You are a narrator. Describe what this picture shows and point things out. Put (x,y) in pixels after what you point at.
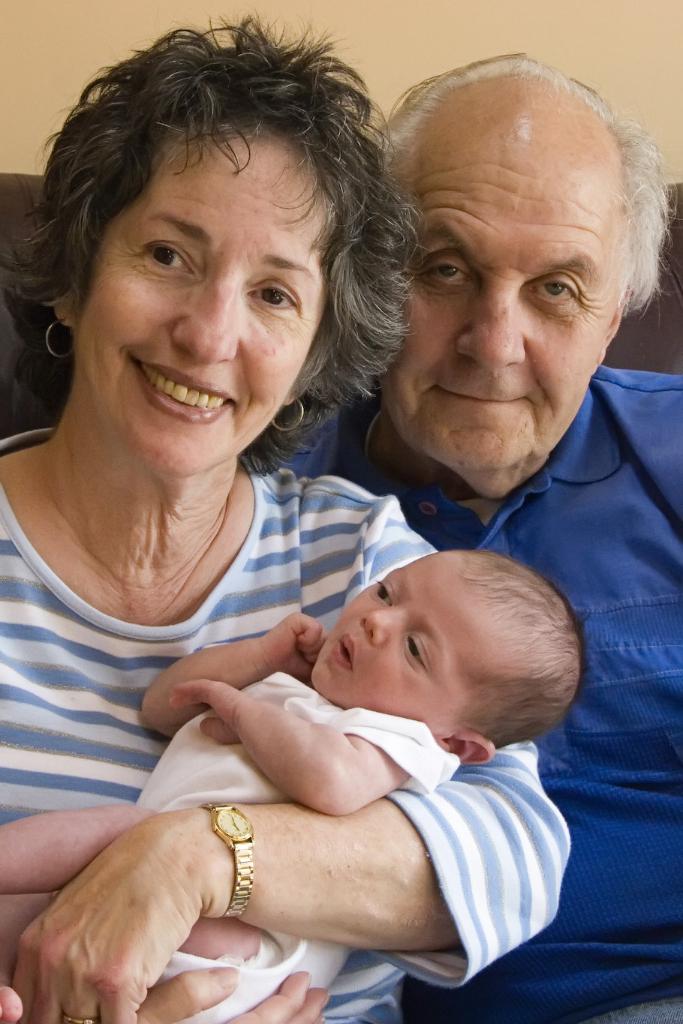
In this image, we can see people (290,599) sitting on the couch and one of them is holding a baby (307,716). In the background (424,61), there is a wall (563,29).
